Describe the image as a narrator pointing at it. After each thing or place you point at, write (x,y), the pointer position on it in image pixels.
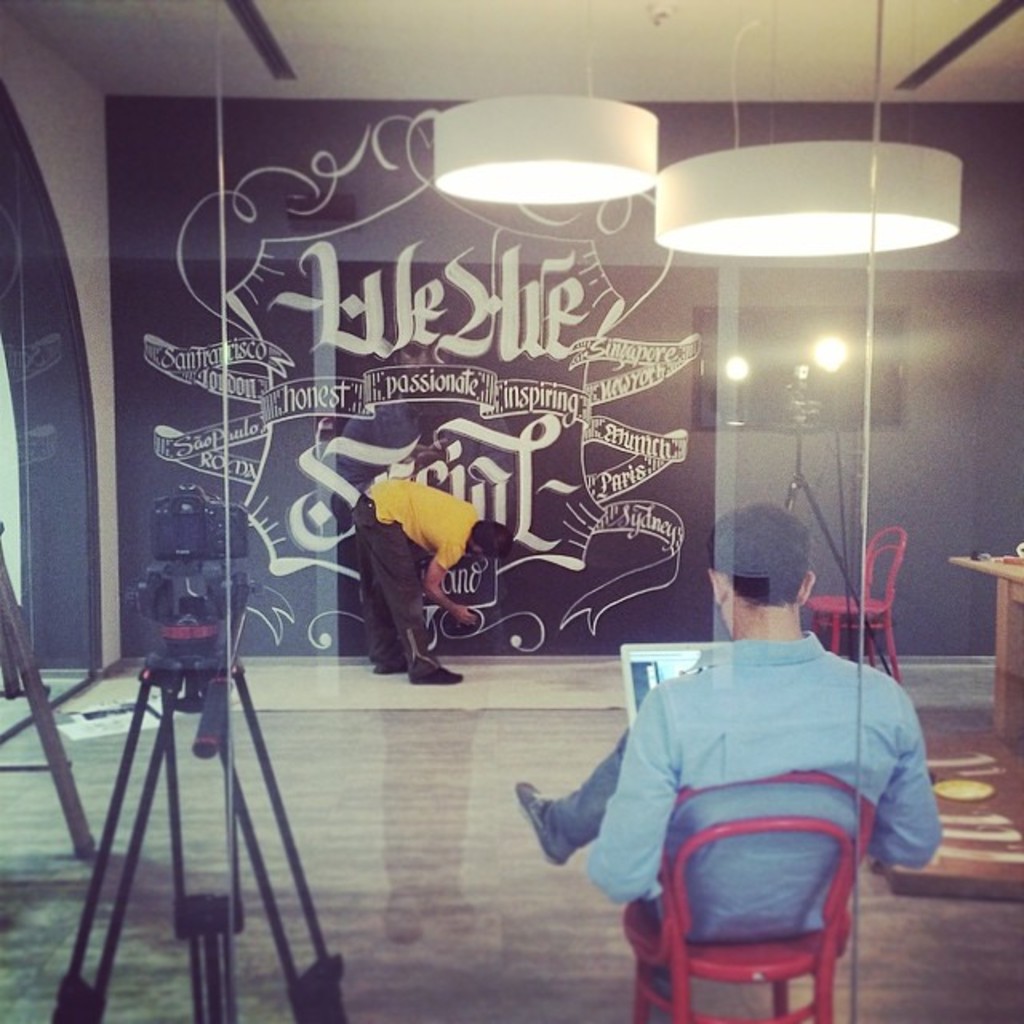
In this picture there is a man (780,771) who is sitting on the chair (804,780). There is another man (439,591) who is standing. There is a light (832,355). There is a camera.
